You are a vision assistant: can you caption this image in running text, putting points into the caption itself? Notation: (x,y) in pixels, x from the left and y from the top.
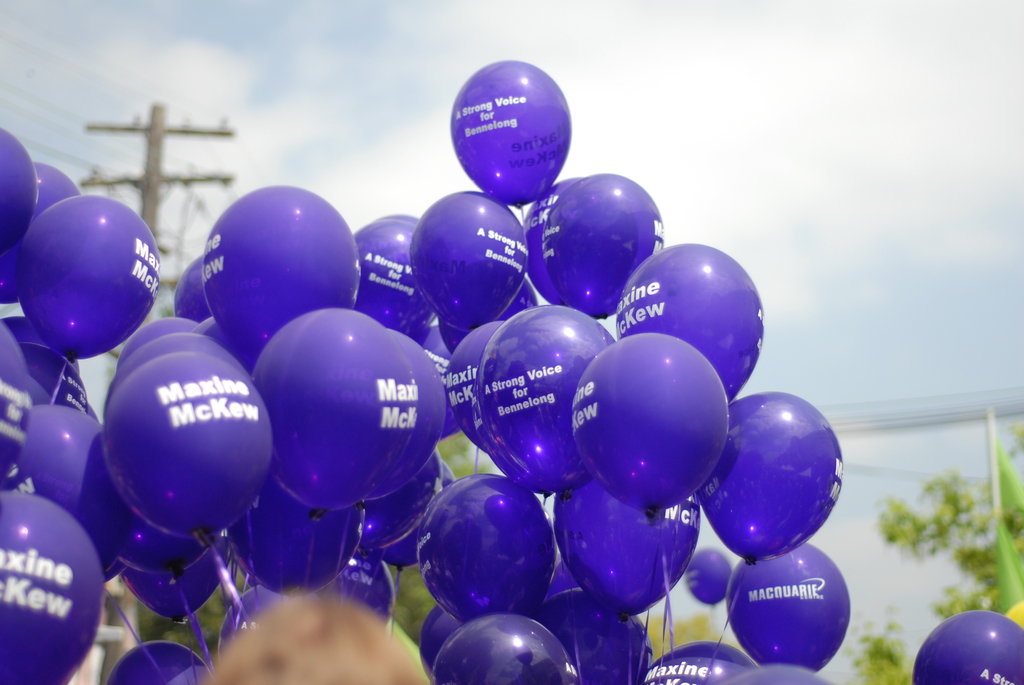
In this image we can see a few balloons (441,297) with text (146,282) on them, there are wires (47,149) connected to an electric pole (151,167), there are trees (955,589), flag (1006,551), also we can see the sky (691,96), and the background (699,86) is blurred.
